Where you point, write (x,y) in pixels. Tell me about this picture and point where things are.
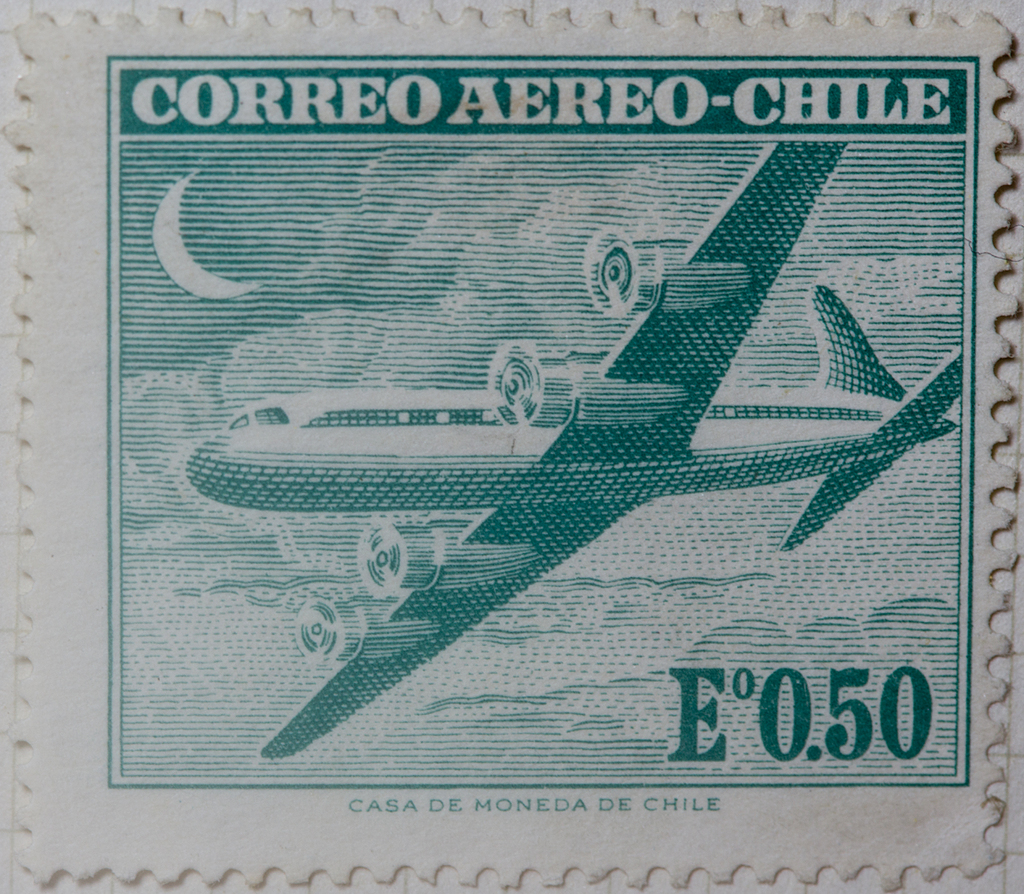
In the image there is a stamp (215,720) with the image of airplane (611,507).
